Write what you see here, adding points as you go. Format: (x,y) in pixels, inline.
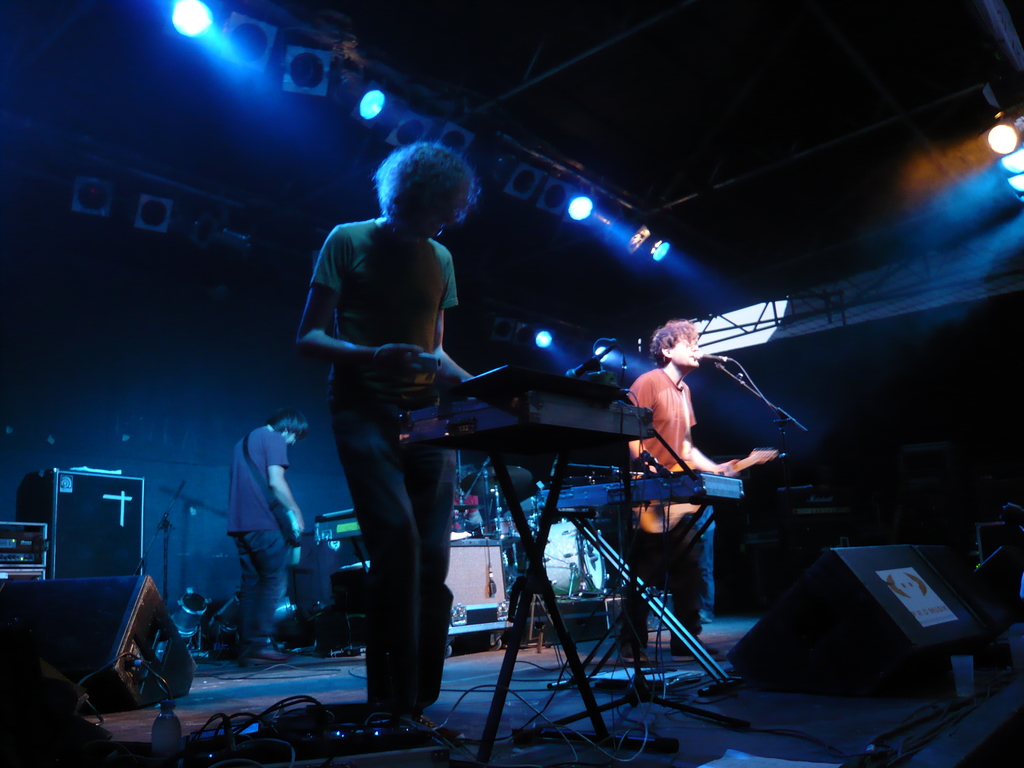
In this picture there are three musicians (435,380) playing in a musical concert where one of the guy (691,457) is playing a guitar (692,467) and another is playing a piano (596,428). In the background (116,516) we find many musical instruments (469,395) and black boxes (108,540). There are also lights (202,28) attached to the roof (191,115).
